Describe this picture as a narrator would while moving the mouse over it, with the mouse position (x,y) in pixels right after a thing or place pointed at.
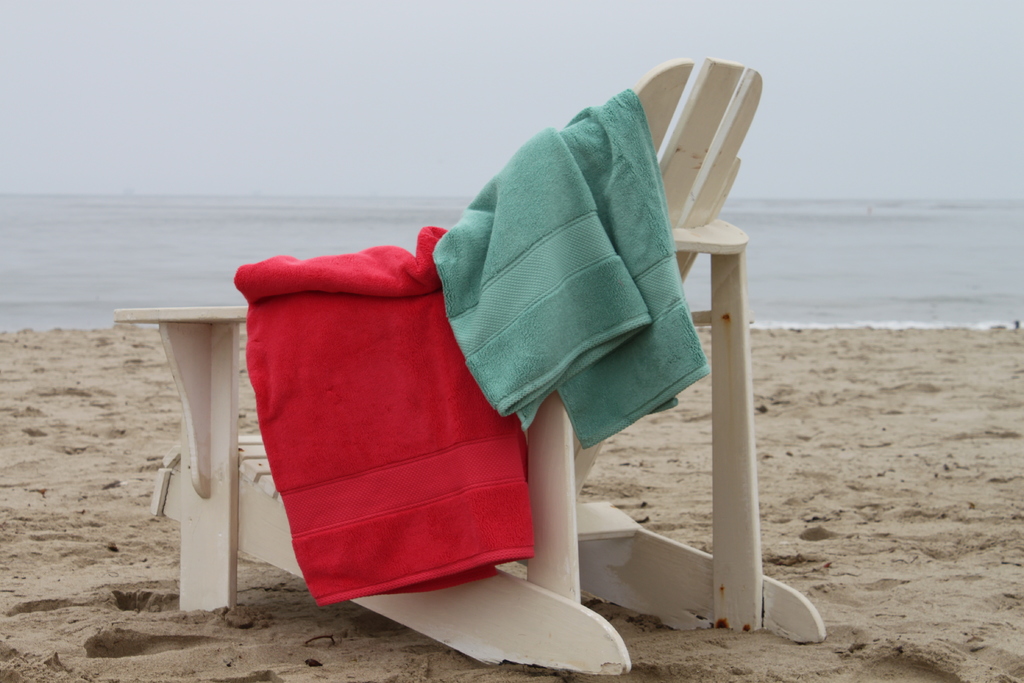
In this picture we can see chair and on chair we have two red and green color towels (445,319), this chair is on a sand (822,355) and in background (770,187) we can see water (173,227), sky (245,89) i think this is a beach (118,509).
